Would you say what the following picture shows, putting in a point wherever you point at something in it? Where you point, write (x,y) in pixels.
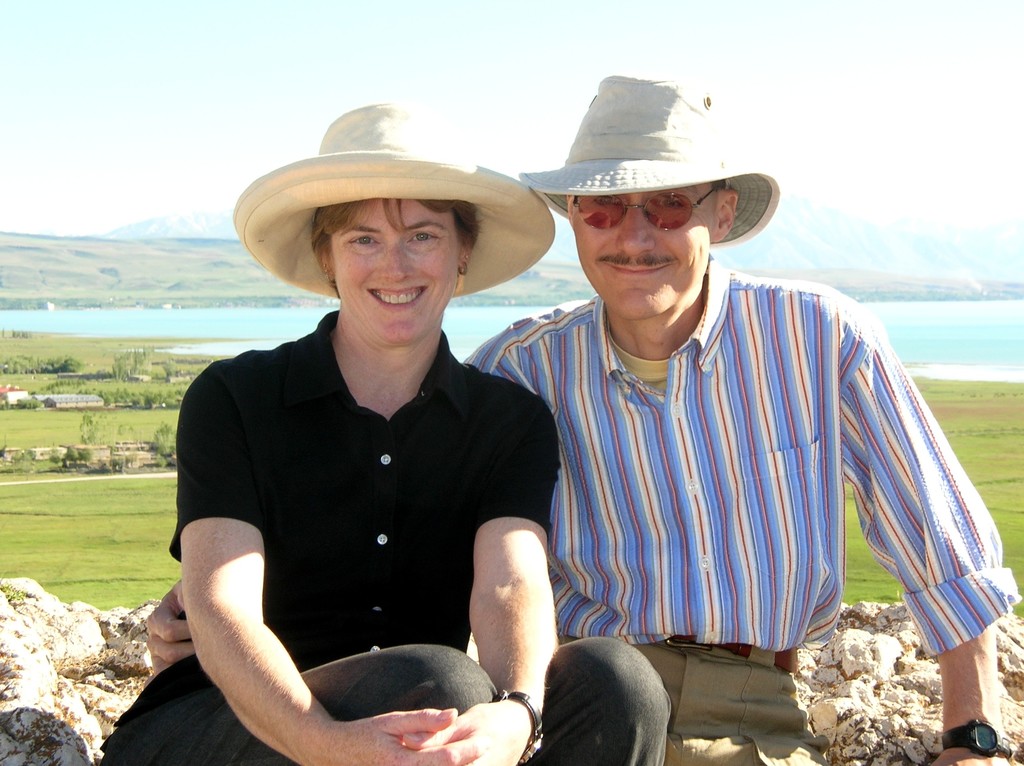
This is the man (658,455) and woman (524,535) sitting and smiling. They wore hats (440,194), shirts (455,607), trousers (436,665) and wrist watches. This is the rock (98,677). These are the houses (70,396) and trees (160,403). I can see the grass (127,540). In the background (201,317), that looks like water (249,325).
